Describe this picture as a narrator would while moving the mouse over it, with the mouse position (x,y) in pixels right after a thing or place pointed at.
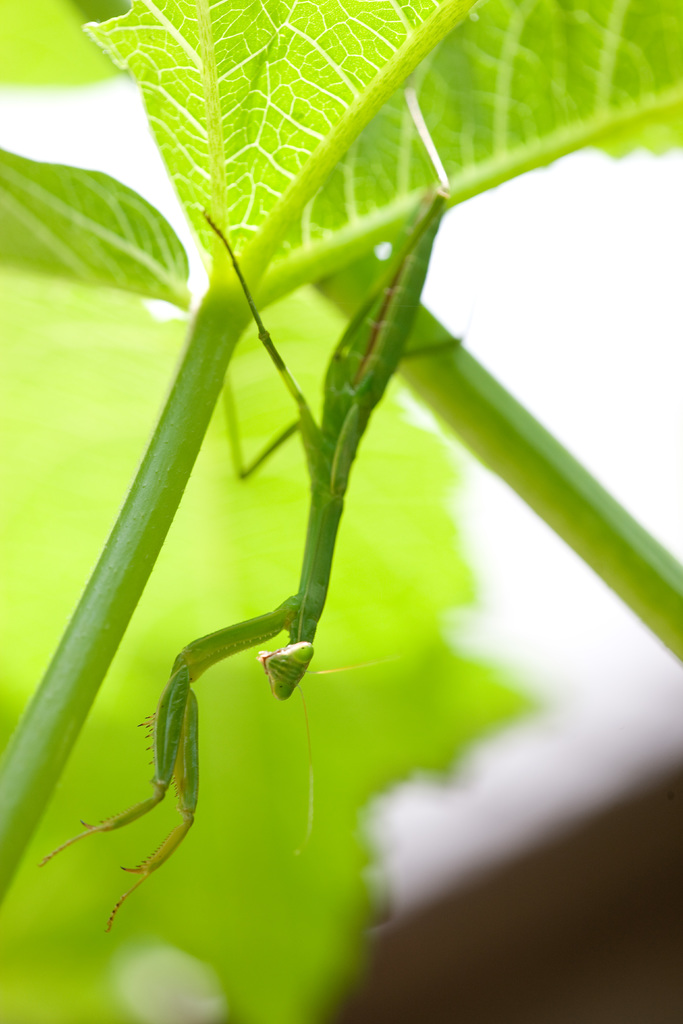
In this image we can see an insect (295,385) on a leaf (319,175). In the background (151,392) the image is blur but we can see a leaf (461,568) and an object (386,1001).
